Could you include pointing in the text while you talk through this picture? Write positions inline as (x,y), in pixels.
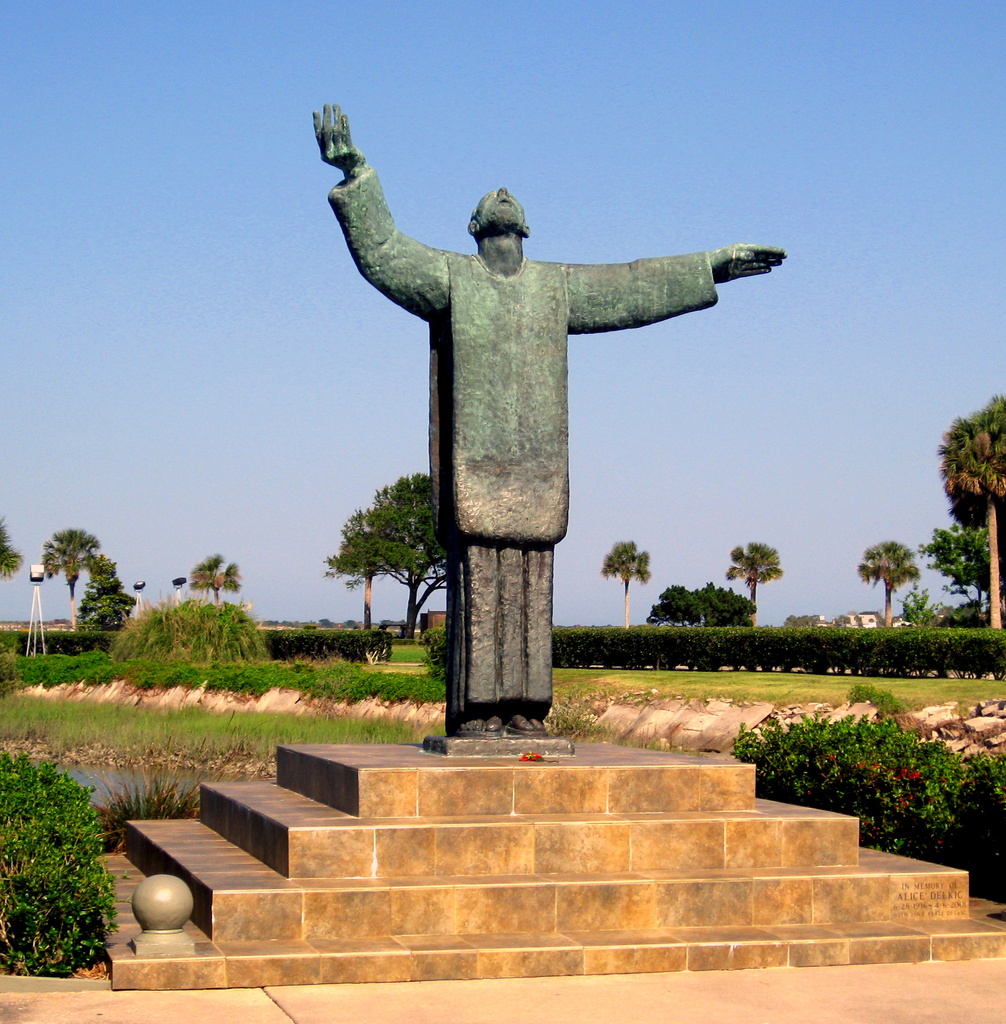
In this picture we can see statue (597,282) of a person (568,316), above this stairs (502,819). On the right (784,753) we can see plants (940,816). In the background (902,576) we can see many trees (424,558), plants (679,652), grass (760,688), farm land (732,690), poles (138,586) and a building (875,615). On the top (1000,29) there is a sky (984,392).
